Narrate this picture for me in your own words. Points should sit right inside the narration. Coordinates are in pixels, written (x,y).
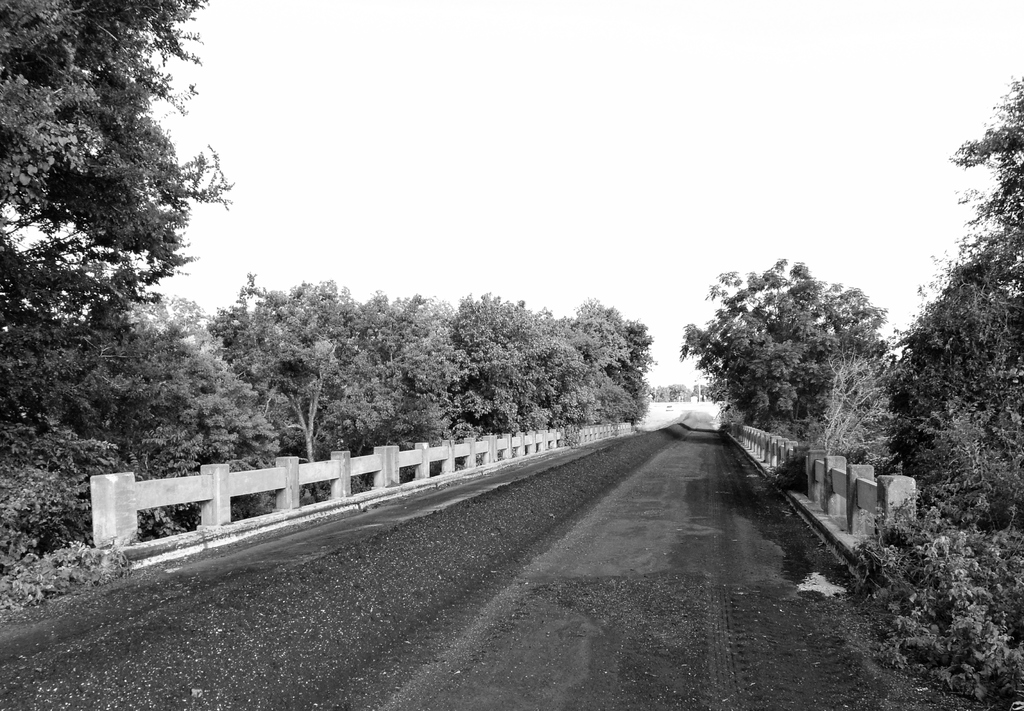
This is a black and white image, in this image there is a road (735,464), beside the road (534,465) there is a concrete fence (817,503), on the either side of the fence (189,494) there are trees (779,392).
